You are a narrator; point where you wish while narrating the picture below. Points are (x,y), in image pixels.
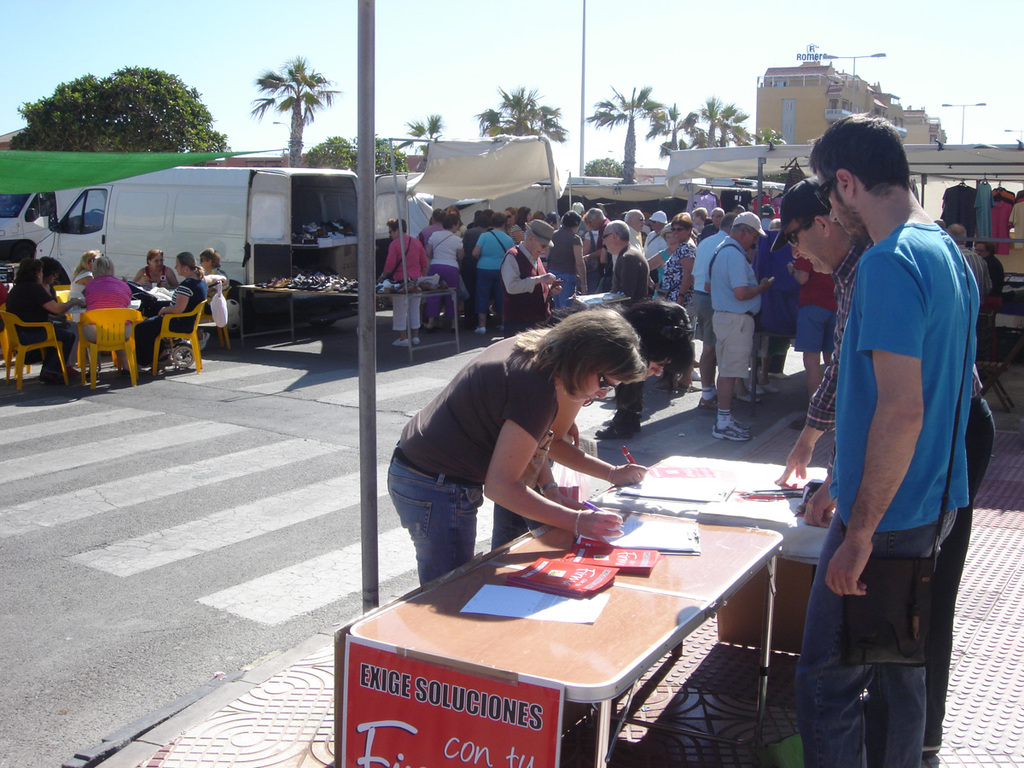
In this image we can see people (510,466) are standing near the table (630,618) and writing while holding a pens (628,450) in their hands (621,524). In the background (112,287) we can see this people (59,320) sitting on chairs (48,323) and this people (443,262) are standing. We can see truck (245,206), trees (291,158), tents (742,148) and buildings (781,111).
